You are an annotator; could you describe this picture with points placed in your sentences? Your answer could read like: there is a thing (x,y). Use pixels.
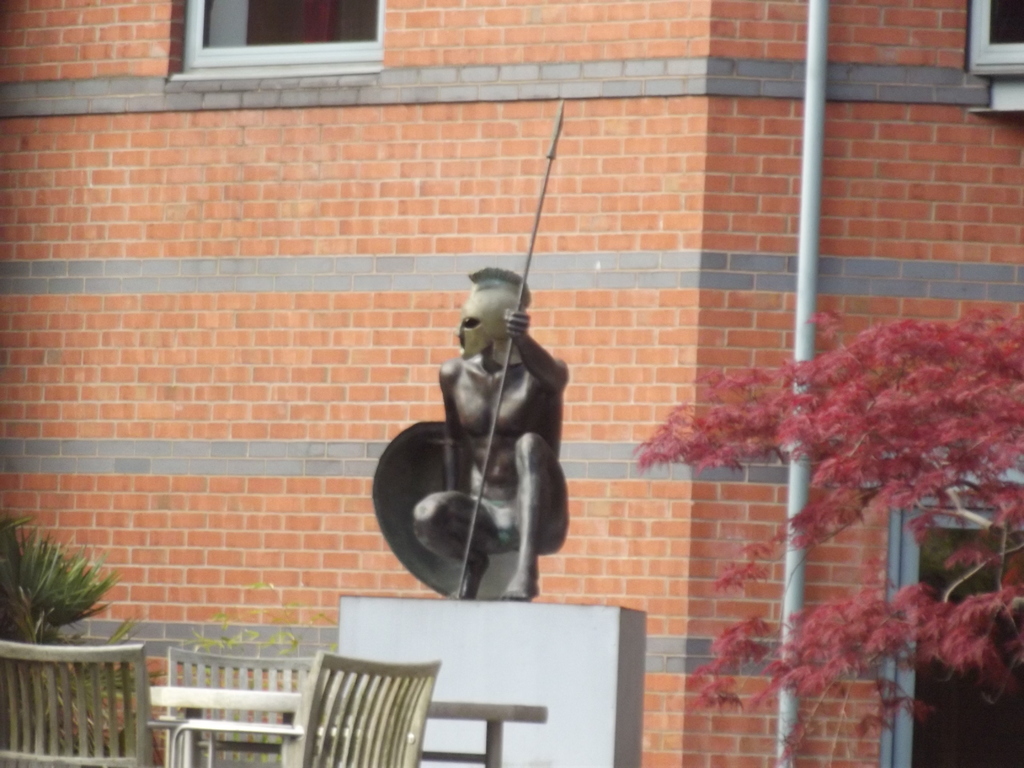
There is a desk (568,651) on the middle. There is a statue (506,393) on a desk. There is a table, chairs (305,681) and plant (56,597) on the left side (86,615). There is a tree (946,449) on the right side (944,480). We can see in the background (327,165) building (325,169) with some red color wall brick (361,171), window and pipe (821,117).
